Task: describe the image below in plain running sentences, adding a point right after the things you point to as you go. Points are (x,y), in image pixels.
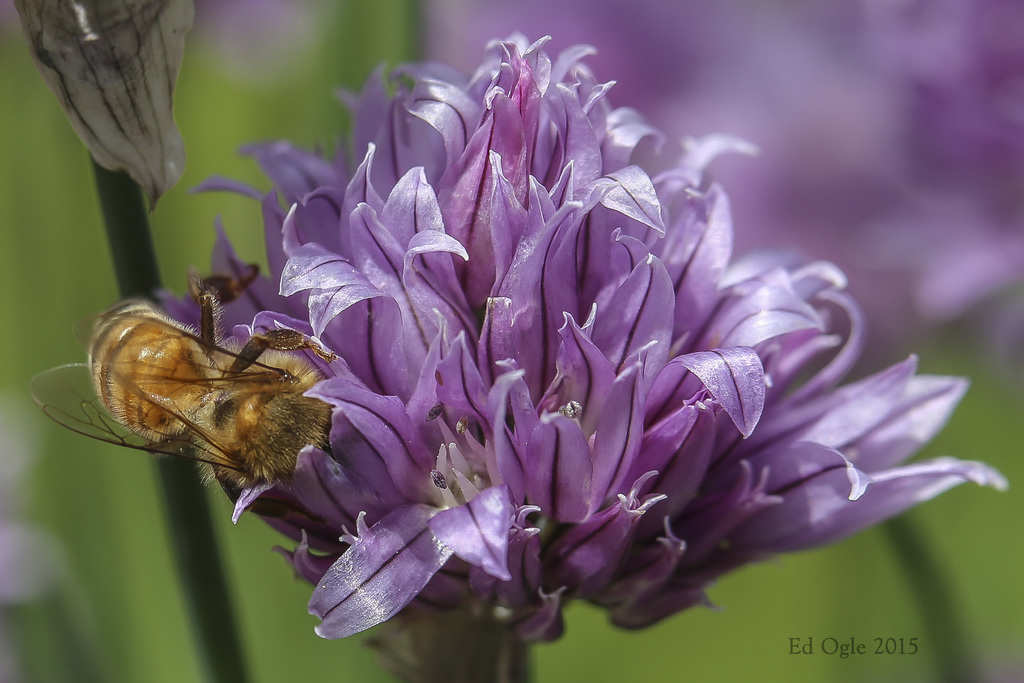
In this image there is a violet color flower (312,456) having an insect (170,449) on it. Left side (126,271) there is a plant (124,292). Background (939,134) there are few plants (941,48) having flowers (923,120).
